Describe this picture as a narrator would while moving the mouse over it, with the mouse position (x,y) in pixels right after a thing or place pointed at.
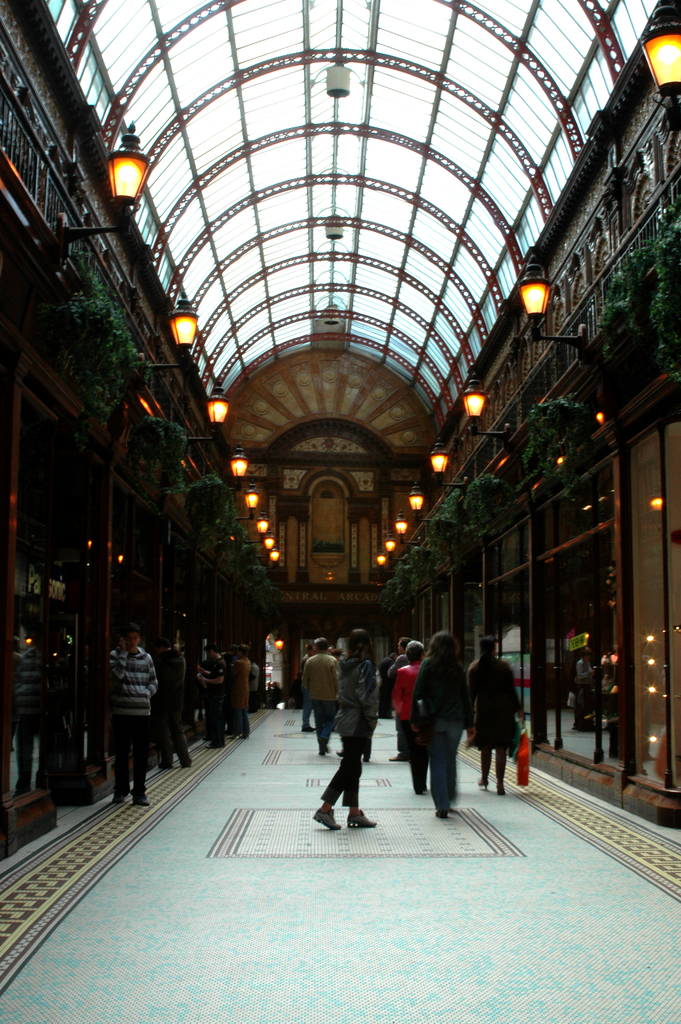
The picture is taken inside a building (252,413). On the top (243,313) there are lights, roof (556,194). There are few people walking in the middle (402,679). On both side there are glass walls (604,601).
